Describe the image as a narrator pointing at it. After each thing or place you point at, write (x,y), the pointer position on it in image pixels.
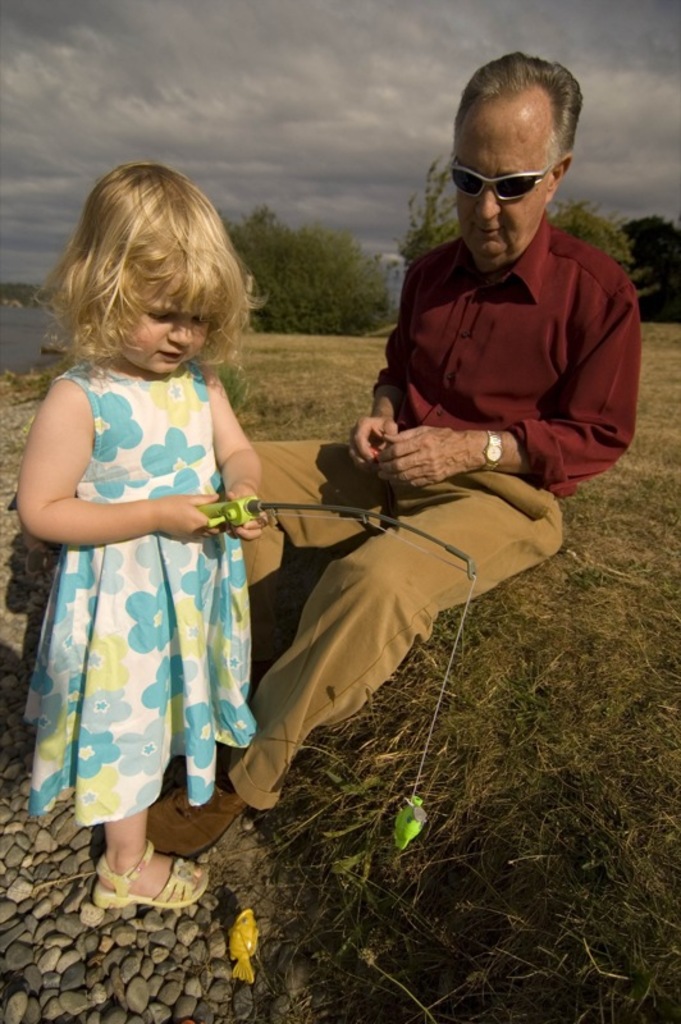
In this picture there is a man (365,470) sitting on the grass (509,613), in front of him there is a girl (58,289) standing and holding a fishing rod (244,514). We can see toy fish (259,933) and stones (53,953). In the background of the image (669,275) we can see trees (252,246), water (20,355) and sky (288,130) with clouds (355,122).
